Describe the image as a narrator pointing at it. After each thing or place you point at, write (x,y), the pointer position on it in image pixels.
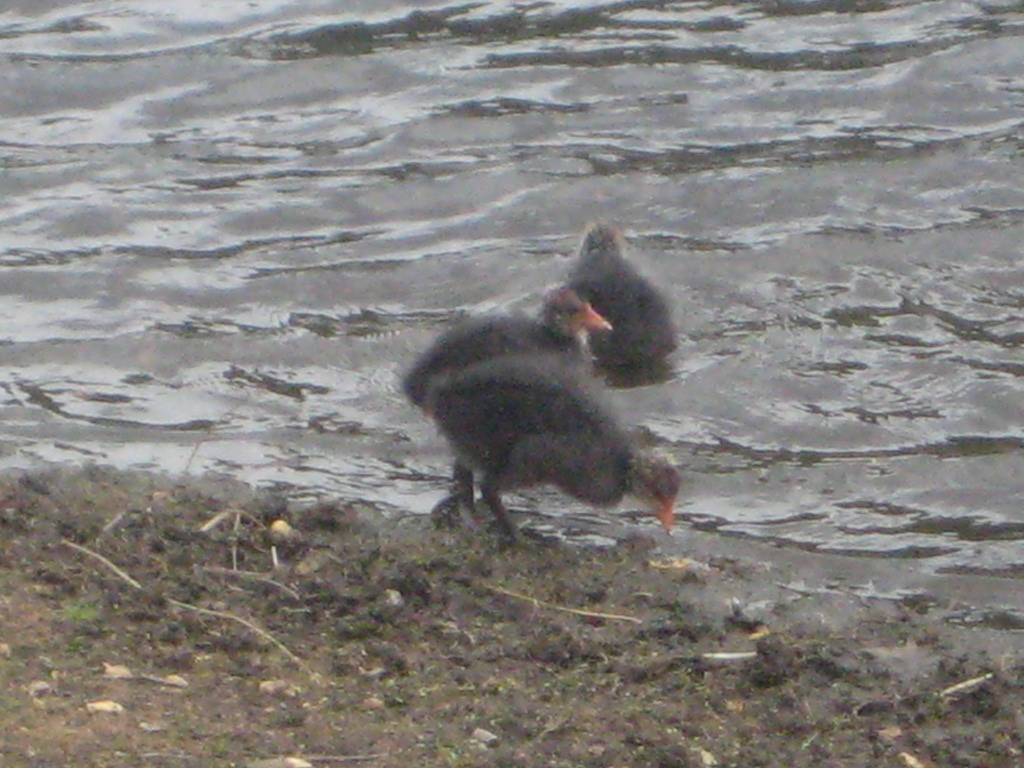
In the center of the image (500,365) some birds (539,371) are there. At the bottom of the image (495,703) ground (535,715) is present. At the top of the image (739,172) water (510,264) is there.
